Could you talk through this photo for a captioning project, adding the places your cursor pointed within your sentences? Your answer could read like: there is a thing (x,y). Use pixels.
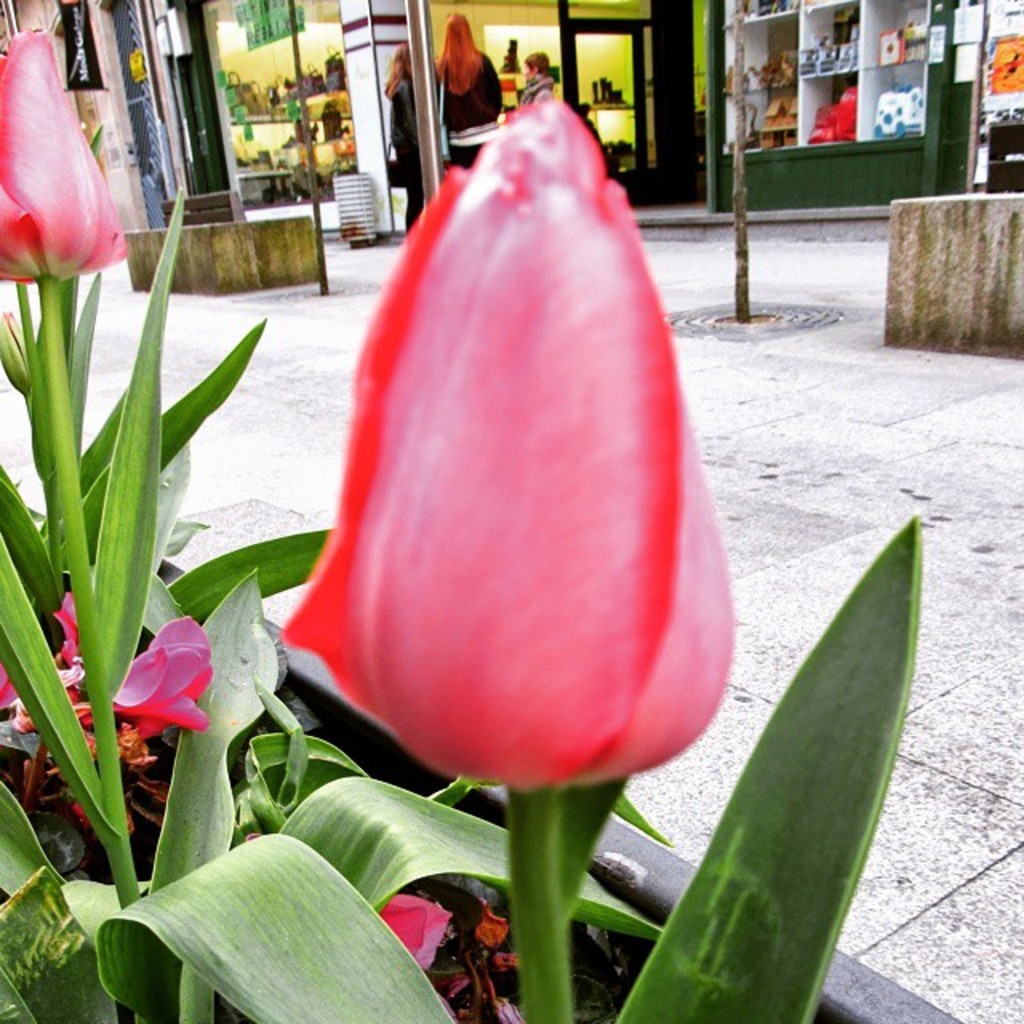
In the picture there is a flower plant (346,657) and in front of those plants (352,524) there are some stores (747,149) behind a pavement (846,482) and there are few people (543,67) standing in front of those stores (371,102).
